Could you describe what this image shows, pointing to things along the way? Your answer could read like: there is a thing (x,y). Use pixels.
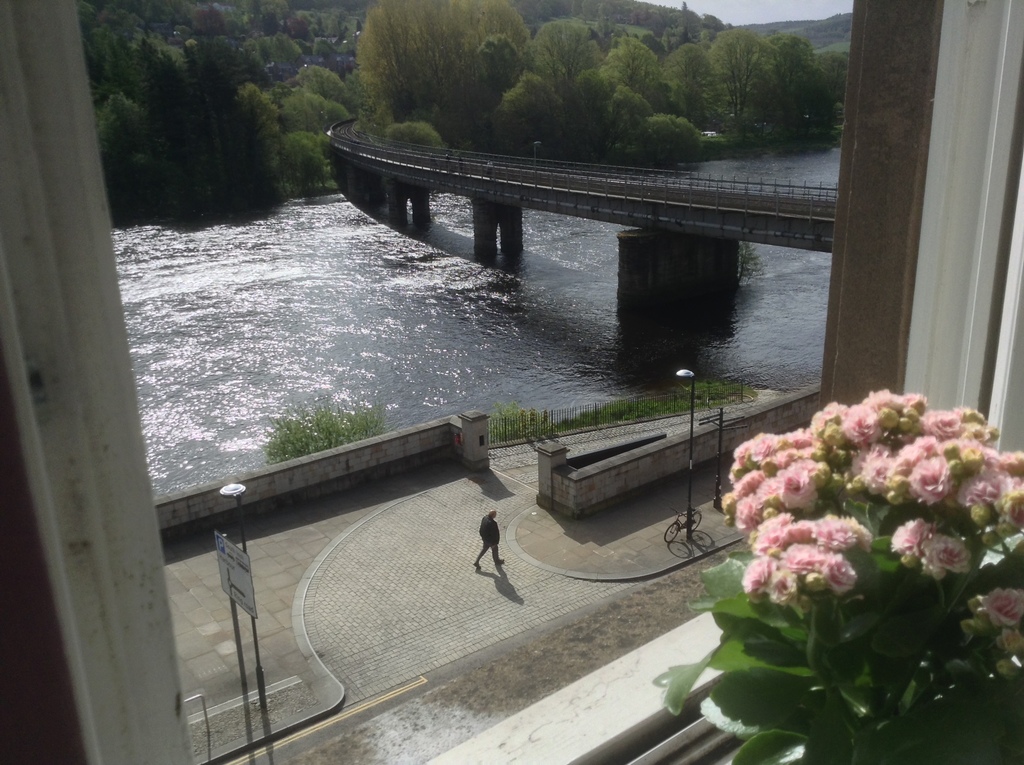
There is a flower pot (762,692), bicycle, a person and some plants (512,426) are present at the bottom of this image (957,648). We can see a bridge (486,231) on the surface of water (437,261) which is in the middle of this image (496,359). There are trees (490,114) in the background (516,46).
